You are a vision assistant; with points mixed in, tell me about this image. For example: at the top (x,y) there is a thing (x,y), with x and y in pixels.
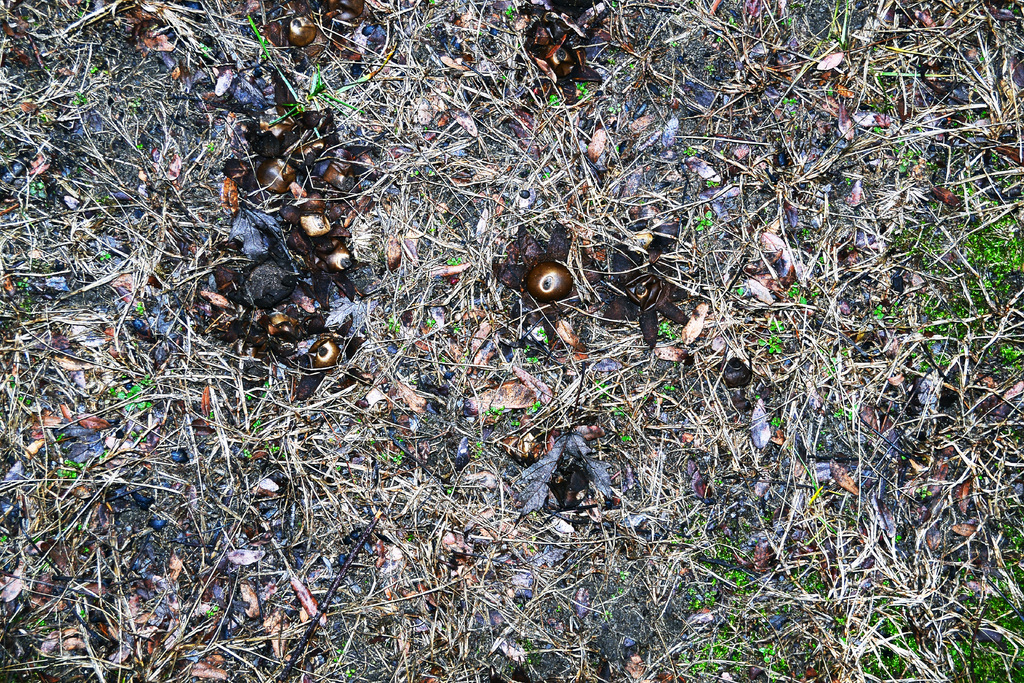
In this image I can see grass (402,348) and few brown colour things (270,309) over here.
